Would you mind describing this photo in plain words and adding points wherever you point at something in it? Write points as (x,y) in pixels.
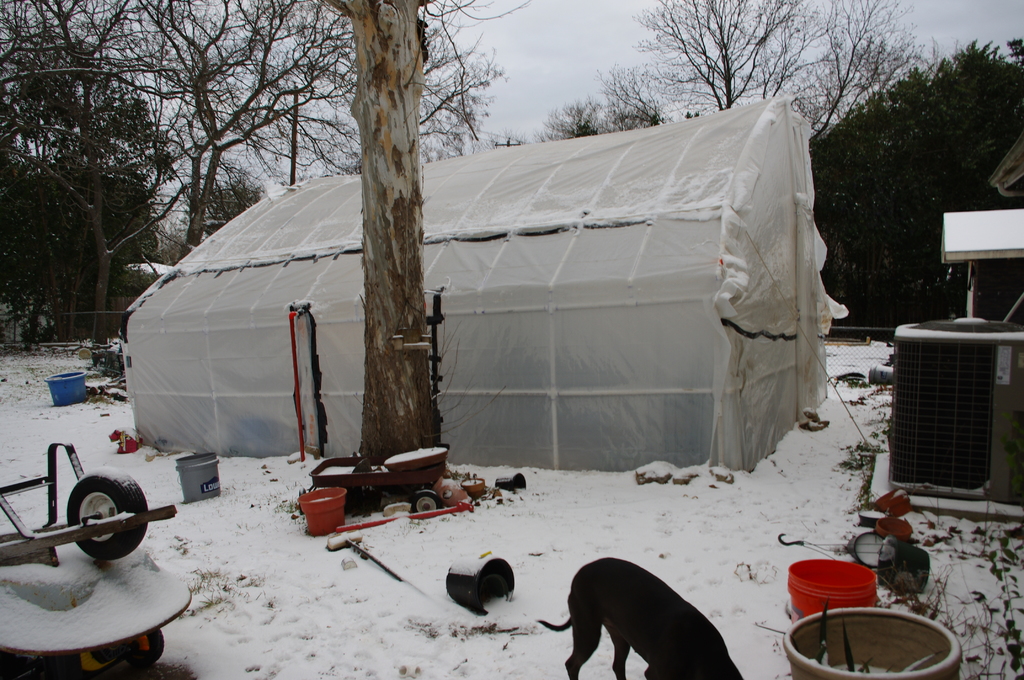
In this image I can see the snow (350,593) on the ground (323,617), few buckets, a vehicle (86,535), an animal (685,649) which is black in color, a black colored object (952,401) and a white colored tent (622,267). In the background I can see few trees (980,106) and the sky (539,57).
